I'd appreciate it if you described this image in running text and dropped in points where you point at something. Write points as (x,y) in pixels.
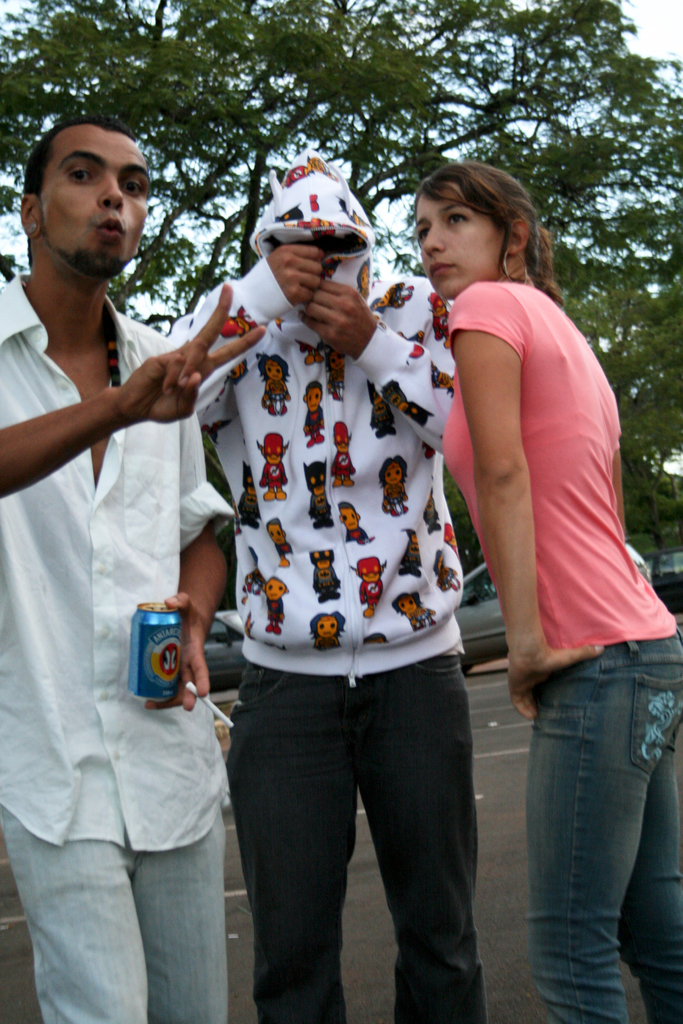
In this image we can see three people (342,593) standing. The man (194,735) standing on the left (162,688) is holding a tin (162,676). In the background (214,681) there are cars (663,569), trees (437,95) and sky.
